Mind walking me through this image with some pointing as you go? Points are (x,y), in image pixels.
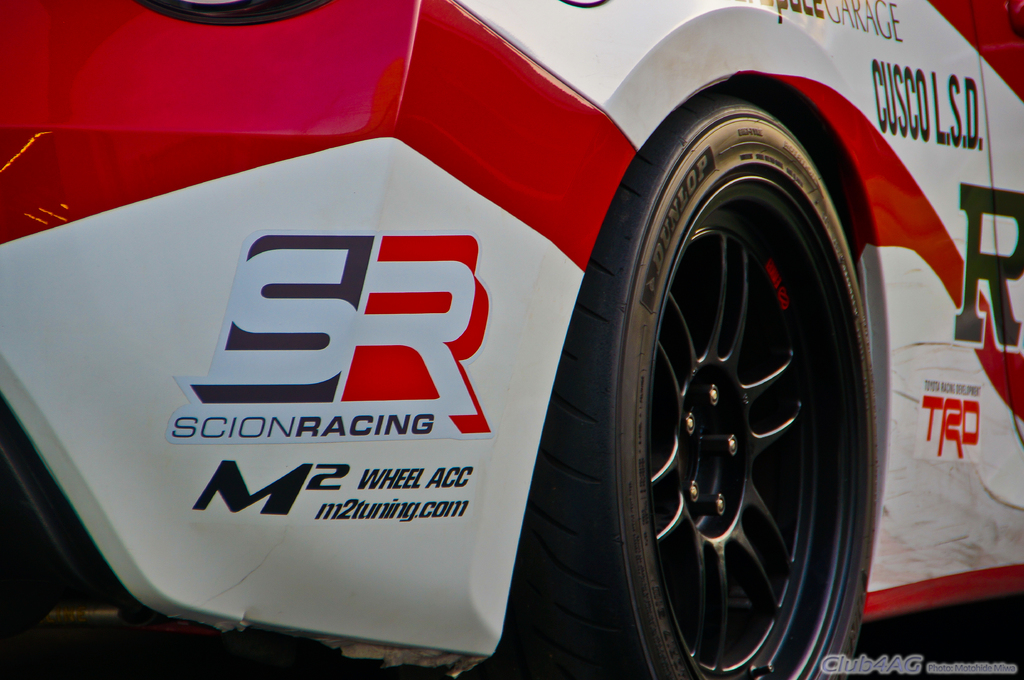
In this image, there is a car (296,513), we can see a black color Tyre (593,435) of the car (509,507).
